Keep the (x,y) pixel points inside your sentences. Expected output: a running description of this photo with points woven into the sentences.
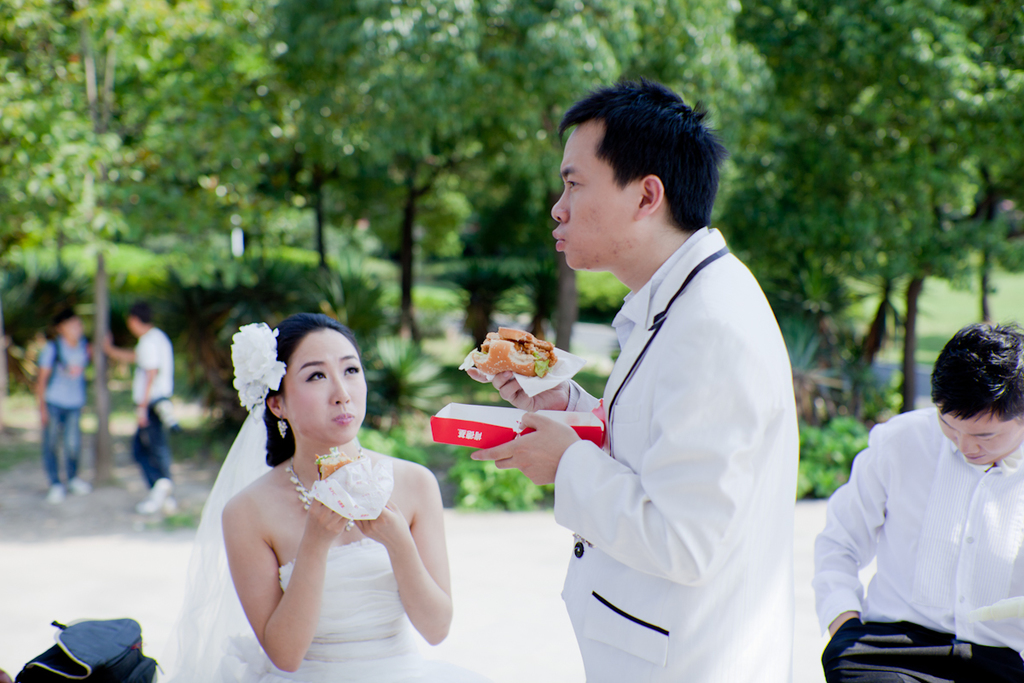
In this picture we can see a group of people (714,565) where some are standing on the ground (156,584) and some are holding food (482,346) with their hands (555,447), bag (85,629) and in the background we can see trees (327,199).
